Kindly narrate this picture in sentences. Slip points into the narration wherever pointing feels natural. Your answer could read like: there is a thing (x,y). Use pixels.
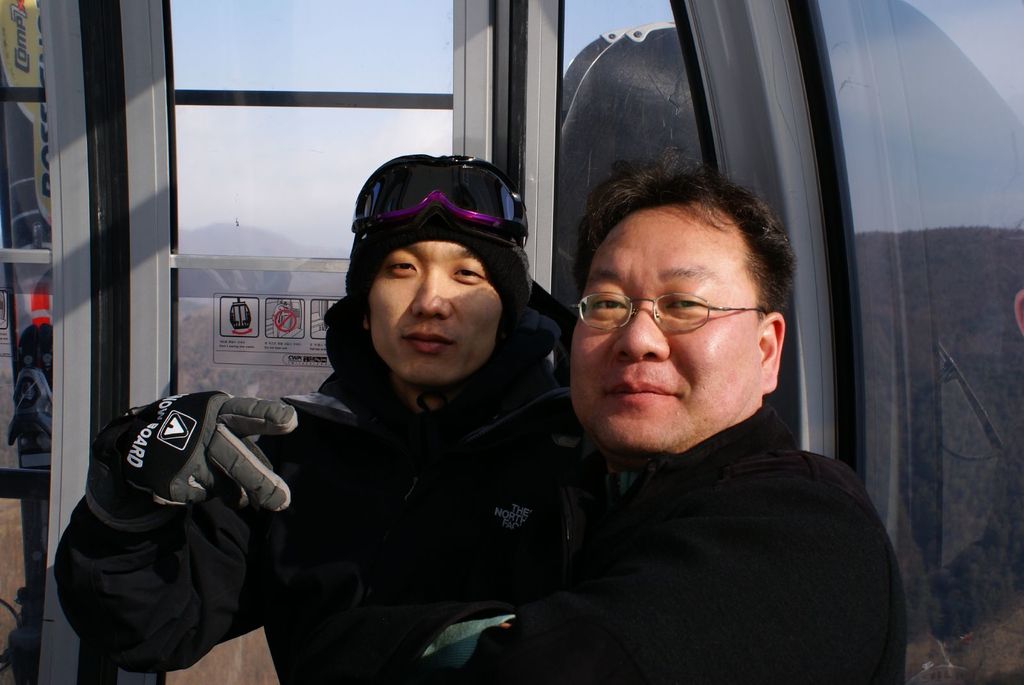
In this picture we can see two men (438,427) wearing black color jacket (571,535) smiling and giving a pose into the camera. Behind we can see lift glass door (503,140).
